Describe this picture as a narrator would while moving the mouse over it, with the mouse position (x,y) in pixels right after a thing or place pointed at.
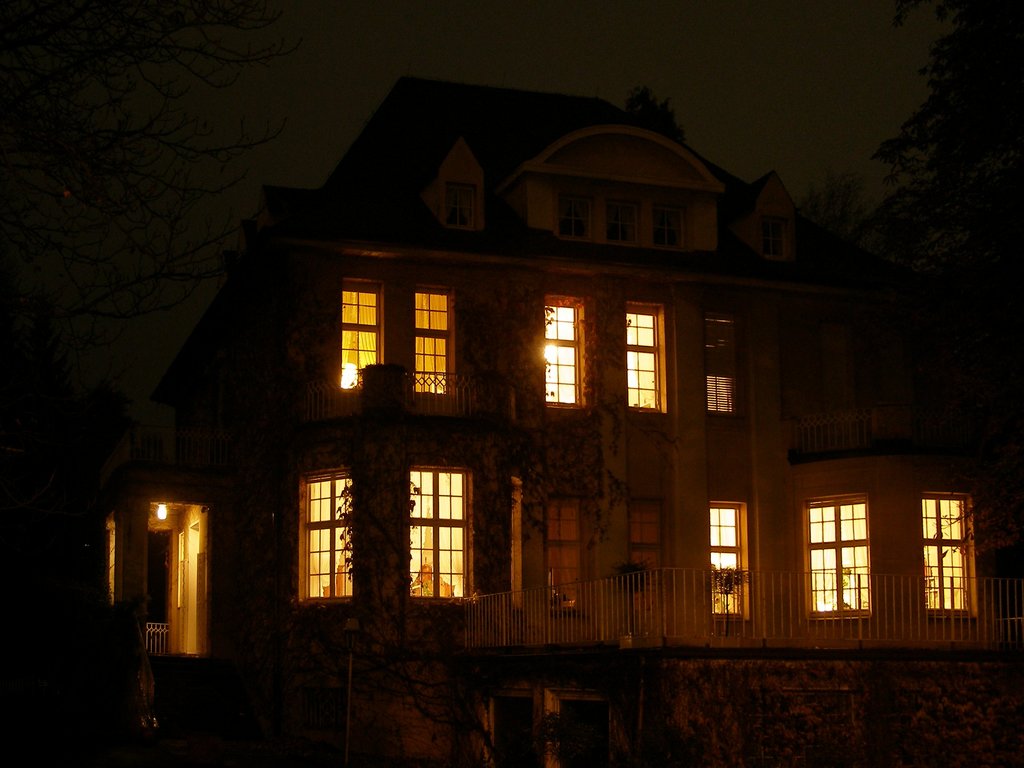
In the picture we can see a night view of the building (879,628) with windows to it and from it we can see lights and railing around it and beside the building (268,593) we can see a tree (145,229) and behind it we can see a sky (376,99).
